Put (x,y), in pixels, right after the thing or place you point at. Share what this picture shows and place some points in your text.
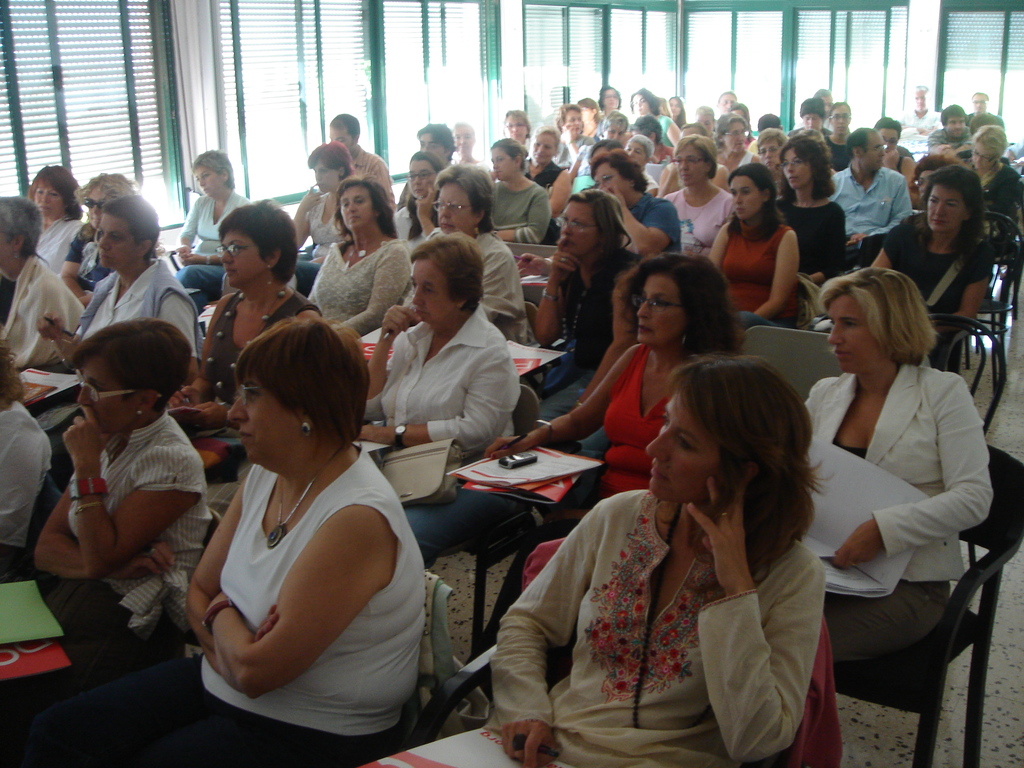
The picture is clicked inside a conference hall (408,558). There are many people (821,428) sitting on chairs (890,653). In the background (800,39) there are windows (688,35). There are books (524,472) and mobile phone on the side table (565,489). In the middle (678,497) one lady (615,640) is wearing cream color top (634,738).
